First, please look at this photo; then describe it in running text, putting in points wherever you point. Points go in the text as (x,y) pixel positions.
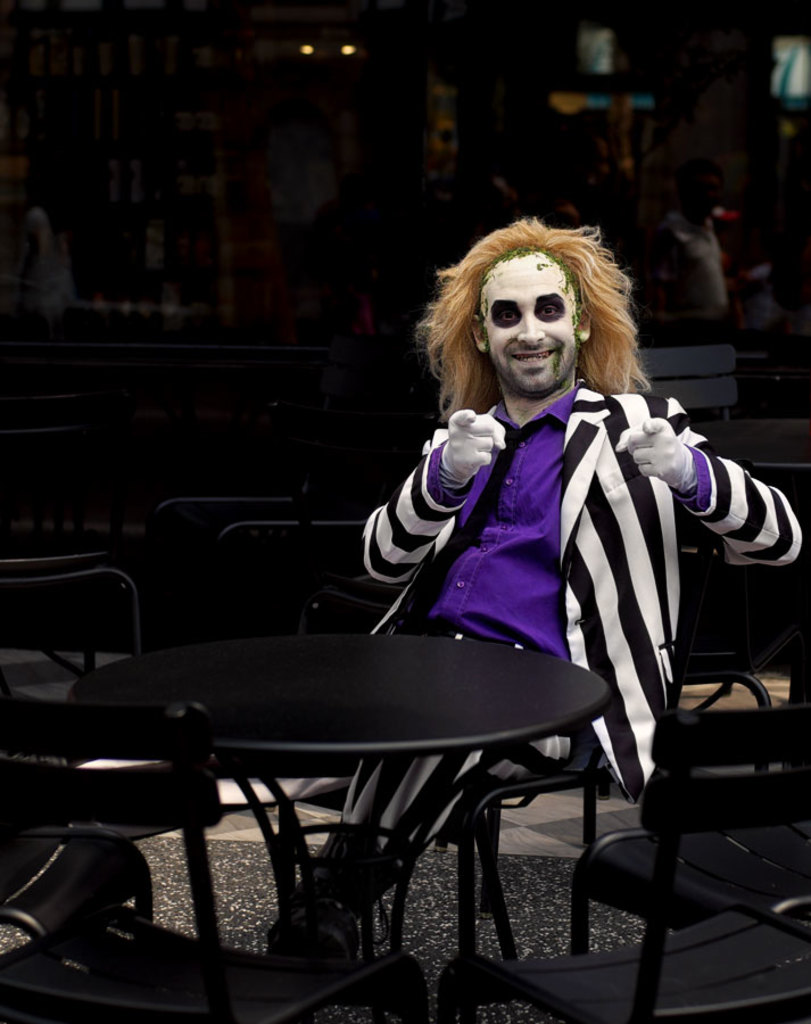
Man (584,534) sitting on the chair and there is table (358,728) present.
